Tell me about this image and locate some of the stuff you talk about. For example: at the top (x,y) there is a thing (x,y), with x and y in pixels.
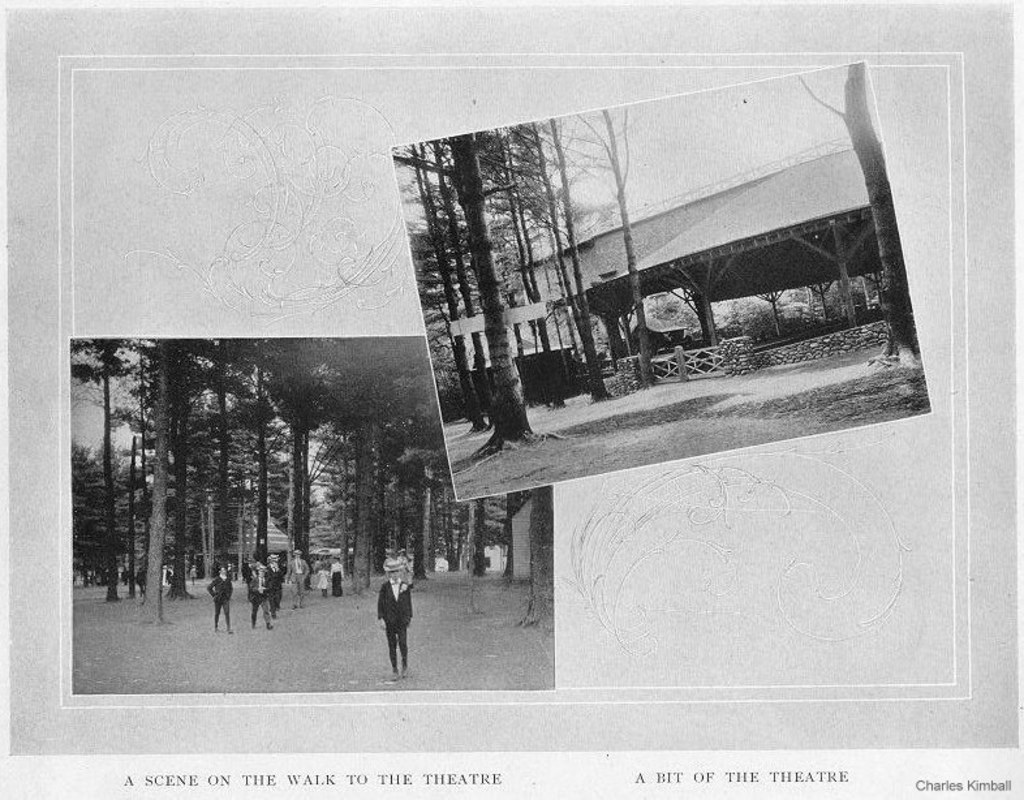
In this image I can see two photo frames (491,453) in which a crowd (325,589), trees (343,512), shed (632,311), fence (726,355) and the sky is there. This image is taken may be during a day.
